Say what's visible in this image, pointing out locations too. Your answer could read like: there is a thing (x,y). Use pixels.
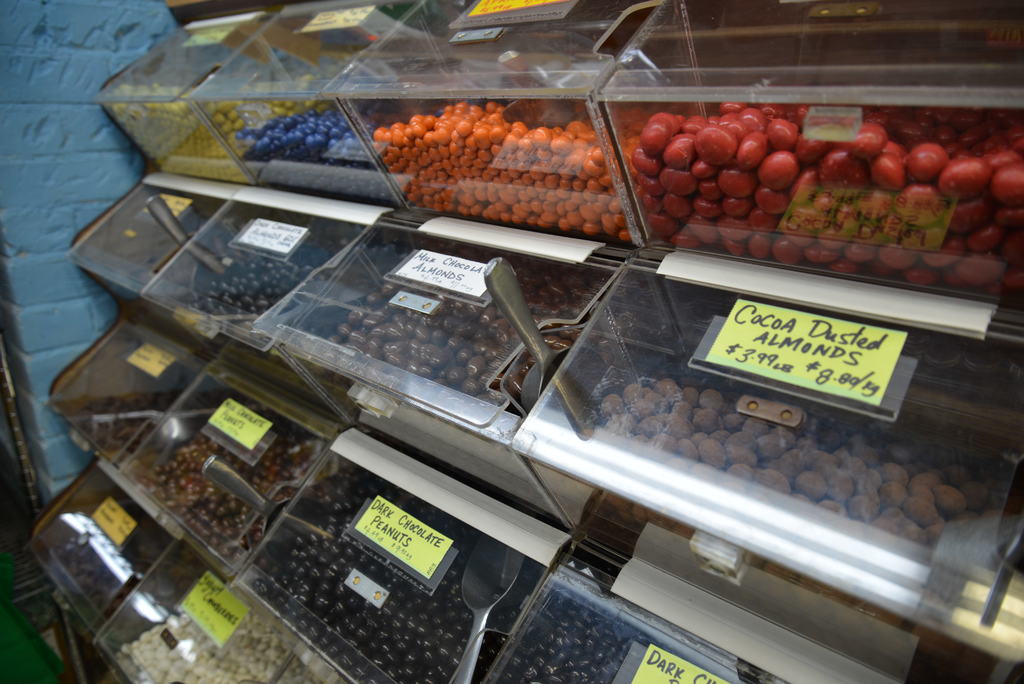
In this picture I can observe different types of almonds (471,331) and peanuts (346,494) placed in the boxes (419,312). There are in red, orange, blue, yellow and brown colors. I can observe yellow and white color name boards (254,227) on these boxes (303,280). On the left side (26,201) there is a wall (26,250).
